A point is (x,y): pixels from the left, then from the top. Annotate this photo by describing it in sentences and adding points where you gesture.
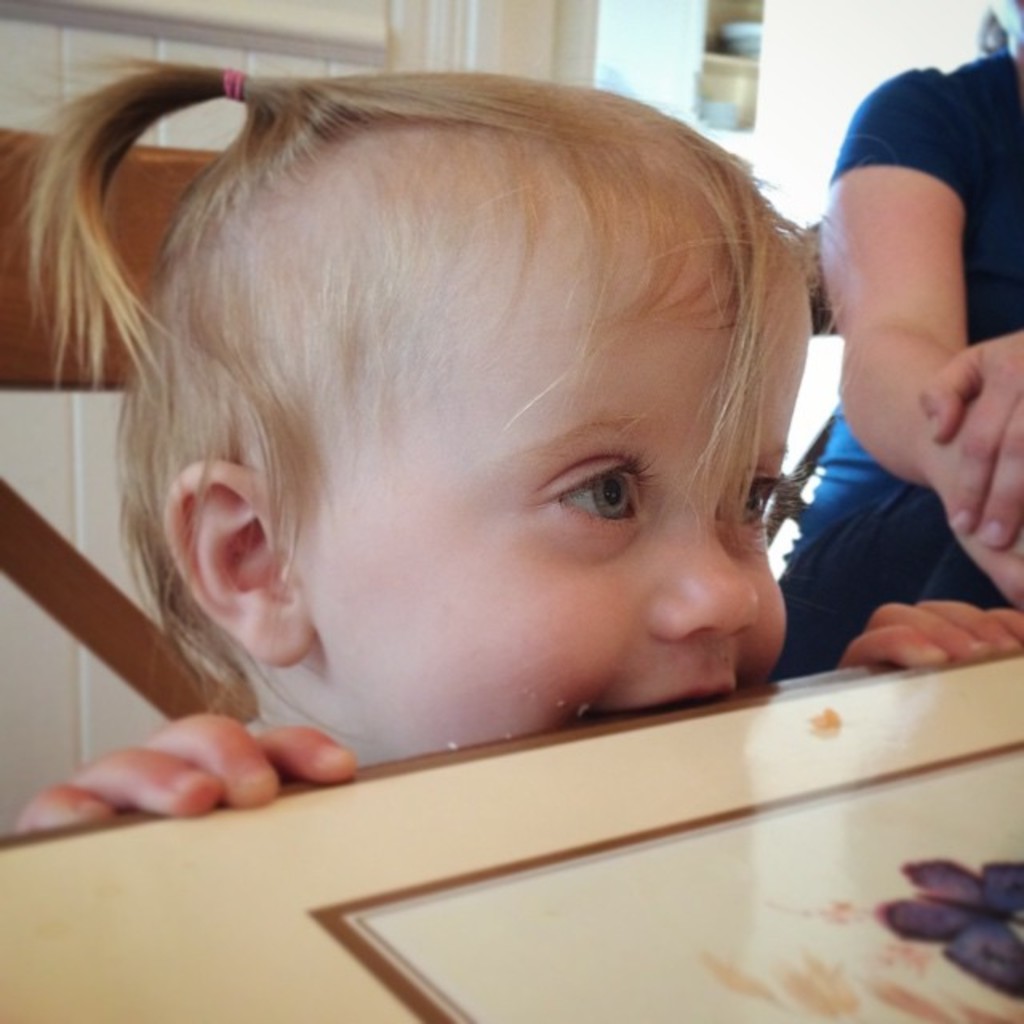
There is a girl (429,107) in the image. There is a table (447,822). In the background of the image (483,39) there is a door (654,53). To the right side of the image (872,166) there is a lady (908,600).
